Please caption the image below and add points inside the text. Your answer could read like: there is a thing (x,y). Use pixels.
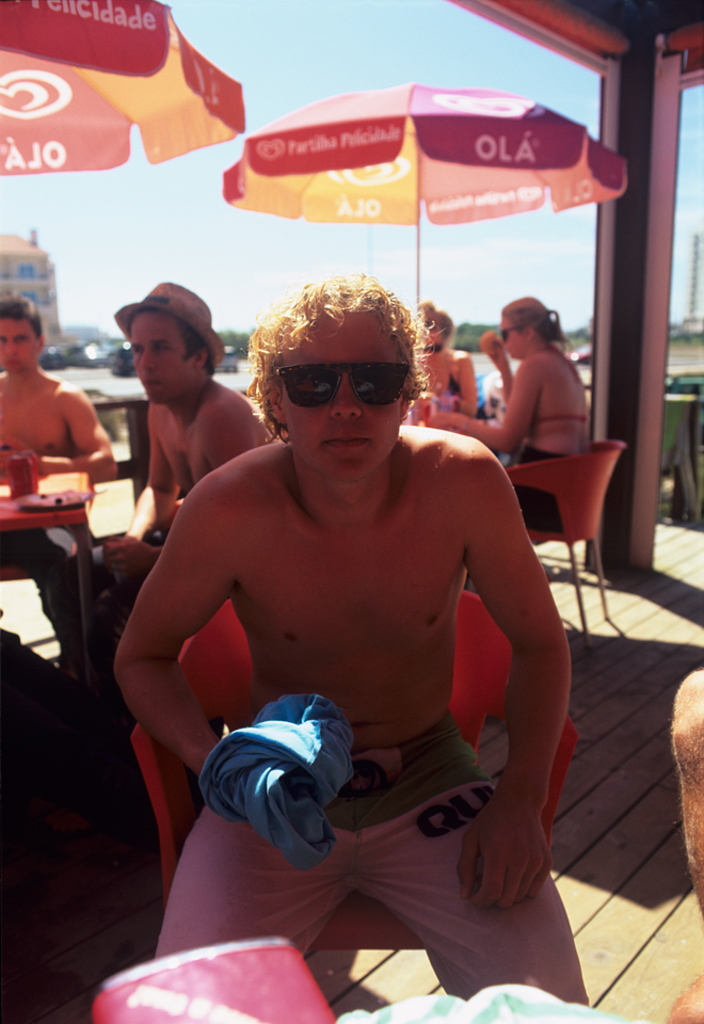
In this image there are three men (384,746) sitting on the chair (487,694), there are two women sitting on the chair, there are tables (69,486), there are objects (418,416) on the tables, there is a man (266,628) holding an object (306,729), he is wearing goggles (327,385), there are objects (508,1010) towards the bottom of the image (234,999), there is an object (632,45) towards the top of the image (609,36), there is a building (29,268) towards the left of the image (29,257), there are vehicles (124,354), there is an object (656,211) towards the right of the image (642,138), there is the sky (279,59) towards the top of the image (307,17), there are umbrellas (269,139), there is text (381,133) on the umbrellas (443,167).
